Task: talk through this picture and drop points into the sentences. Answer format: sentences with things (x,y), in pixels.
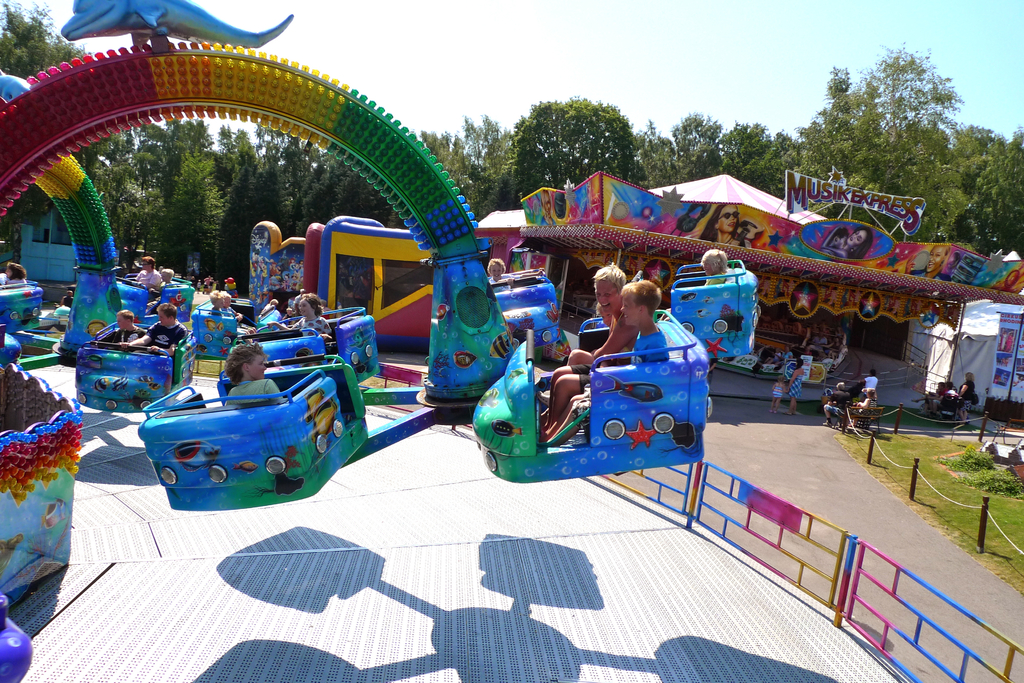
In this image there are amusement rides (491,383) few people (159,340) are taking the rides (669,307), in the background (939,158) there are trees (604,160) and the sky (729,70).
